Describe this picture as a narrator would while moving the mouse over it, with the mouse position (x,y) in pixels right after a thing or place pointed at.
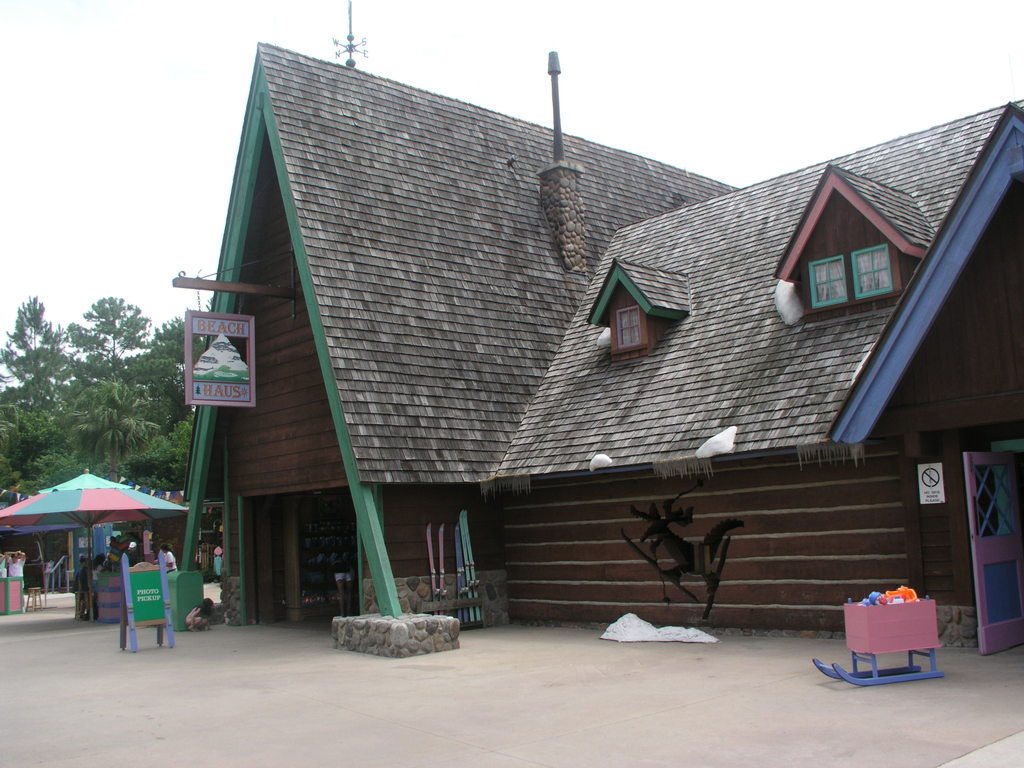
In this image, this looks like a house (353,471) with the windows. I can see a name board (230,351) hanging to a pole (245,288). I think this is a kind of a patio umbrella (108,494). There are few objects (168,617), which are placed on the floor (541,696). I think these are the ski boards (459,560). These are the trees (120,433). This is the sky (582,28). There are few people (165,555) standing.
